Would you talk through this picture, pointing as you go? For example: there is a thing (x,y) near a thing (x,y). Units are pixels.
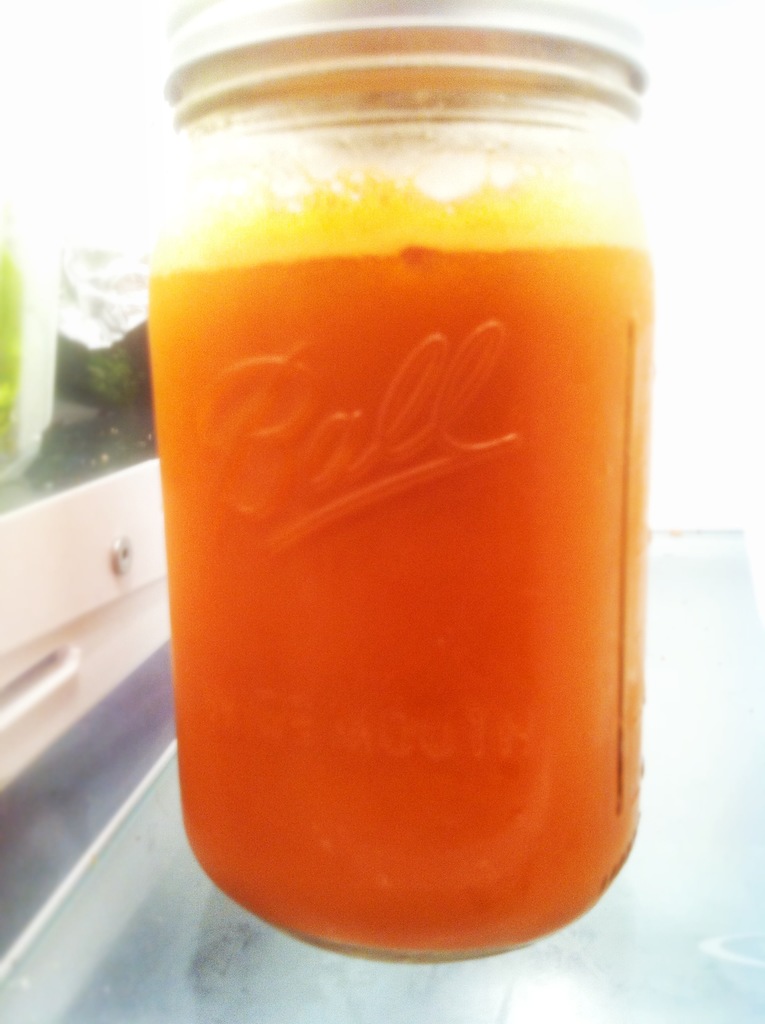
In this image in the center (321,521) there is a bottle (336,419).
